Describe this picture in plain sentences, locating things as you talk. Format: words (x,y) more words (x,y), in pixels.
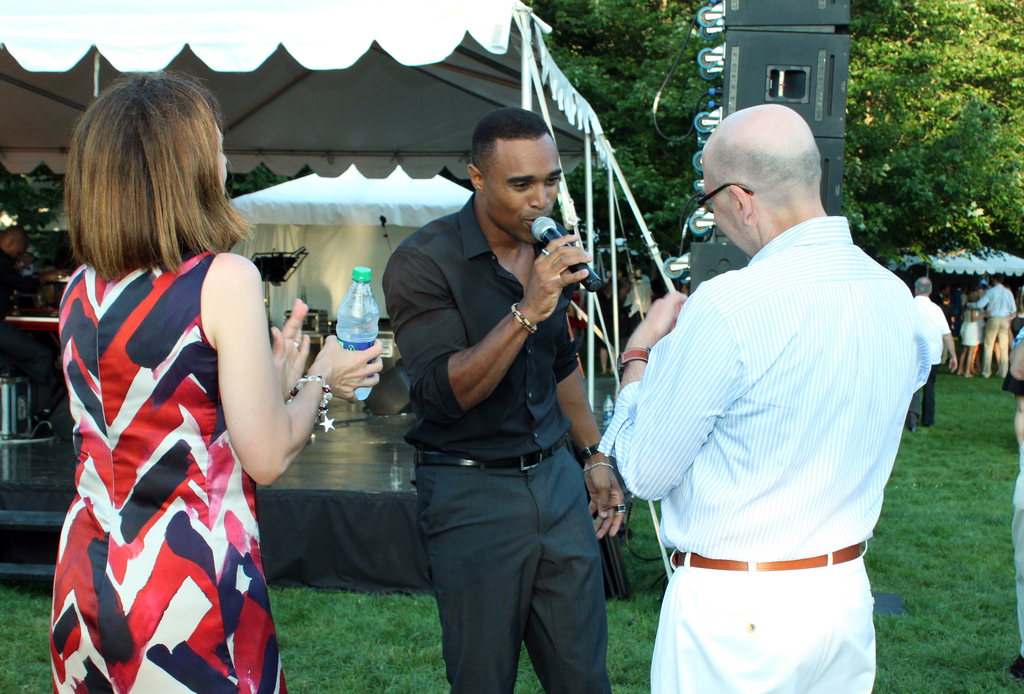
In this picture we can see a woman (260,349) holding a bottle (354,322) in her hand (377,362). There is a man (554,249) holding a mic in his hand (565,257). We can see a person (696,303) holding an object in his hand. There are few people (642,298) visible in the background (955,328). Some grass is visible on the ground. Few musical instruments (34,312) are visible in the tent (434,165) on left side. There are loud speakers (841,67) to the pole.
